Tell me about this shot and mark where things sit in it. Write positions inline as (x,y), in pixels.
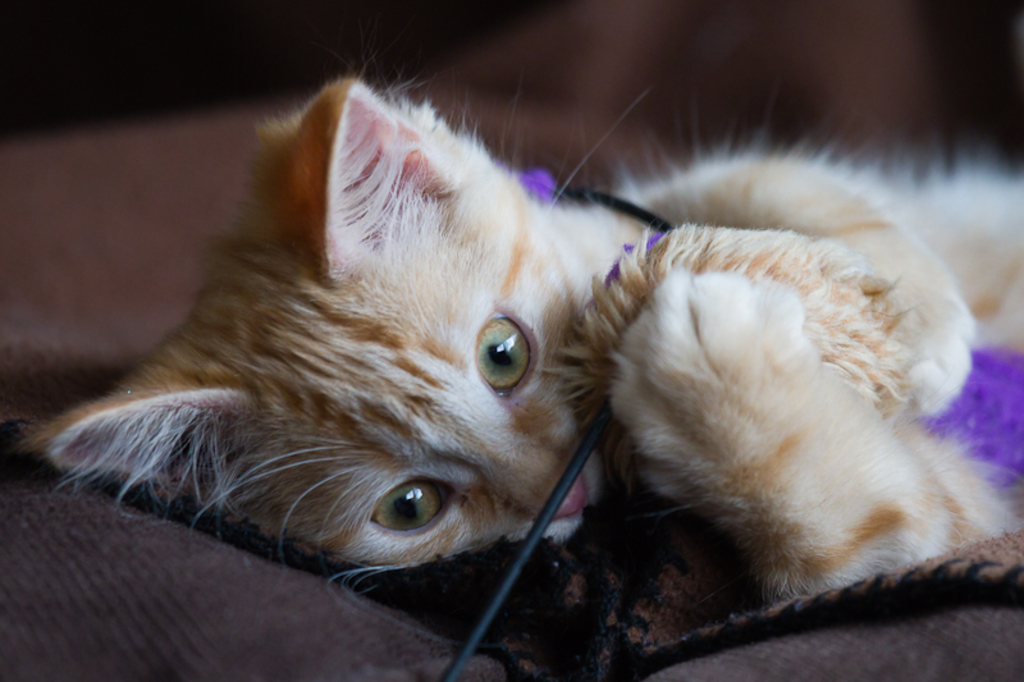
This image consists of a cat (309,333) in brown color is lying on a cloth (330,611). At the bottom (153,625), there is a cloth (173,625) in brown color.
